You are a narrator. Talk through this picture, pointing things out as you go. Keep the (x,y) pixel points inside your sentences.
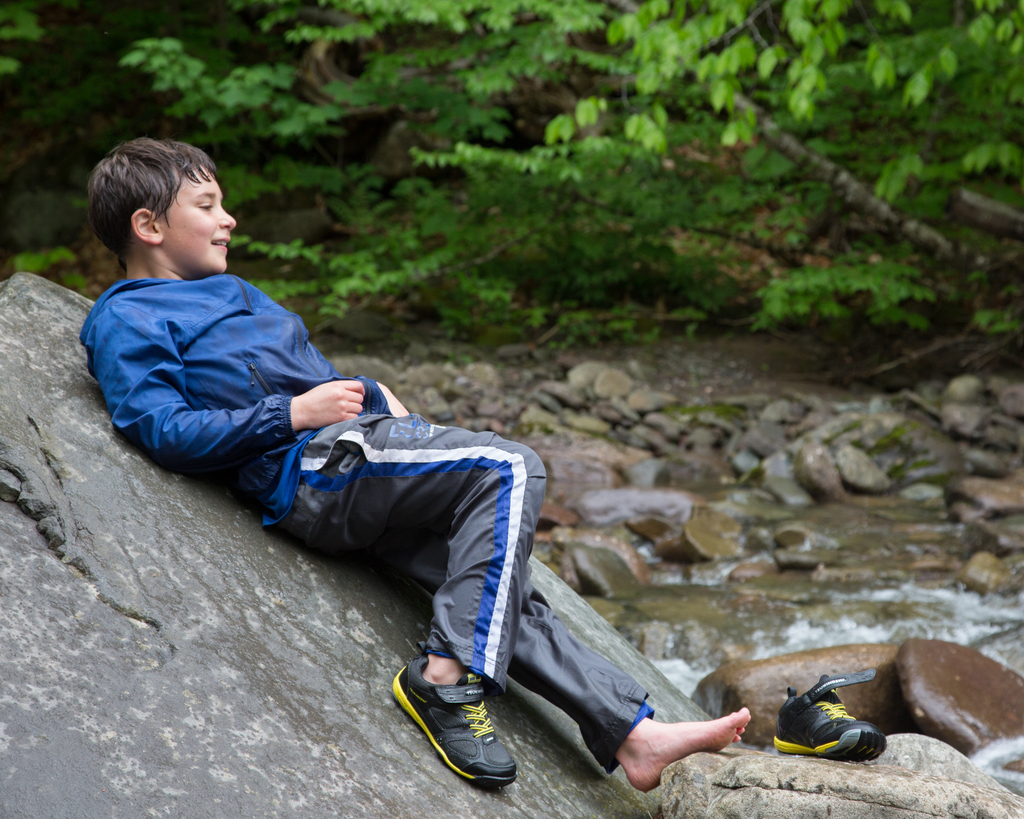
In this image on the left side (333,469) we can see a boy (282,457) is lying on a rock (266,645) and there is a shoe (778,747) on a stone (782,796). In the background (744,510) we can see stones (716,505) in the water (744,510) and trees (712,244).
